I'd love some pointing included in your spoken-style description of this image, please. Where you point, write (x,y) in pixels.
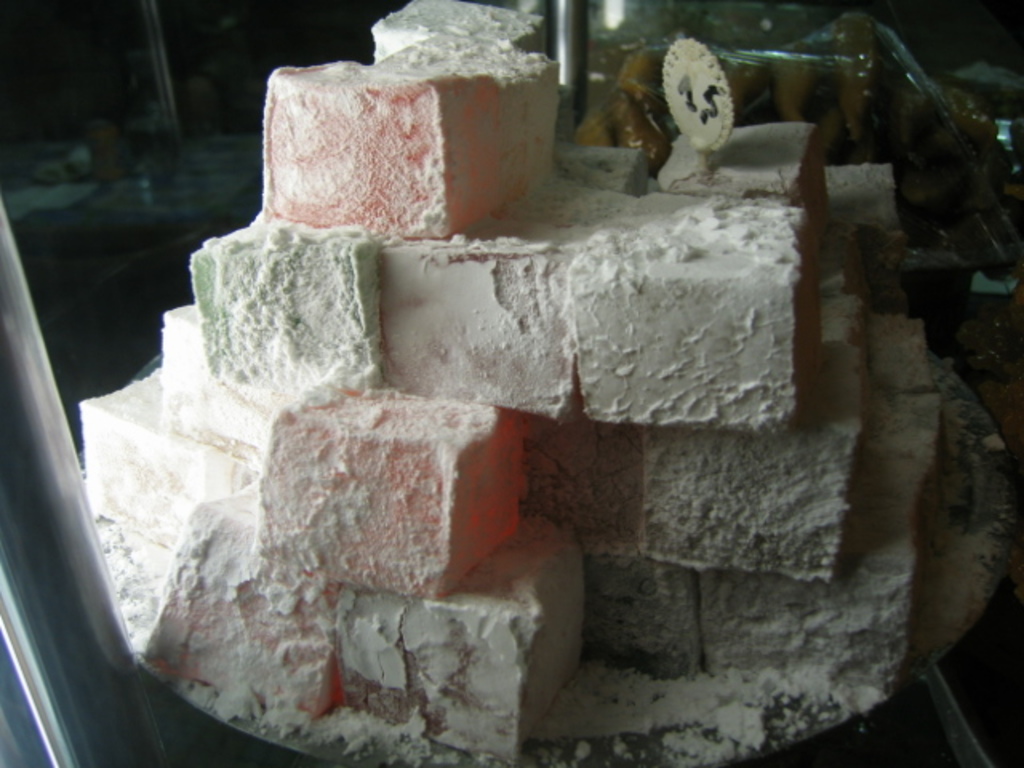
In this image we can see a food item (507,451) on a tray (586,696). On that there is a round shaped thing (694,116) with something written. In the back (877,58) there is another food item (859,121) wrapped in plastic (788,104). On the left side (54,471) we can see a rod (54,521). In the background (141,96) it is blur.
